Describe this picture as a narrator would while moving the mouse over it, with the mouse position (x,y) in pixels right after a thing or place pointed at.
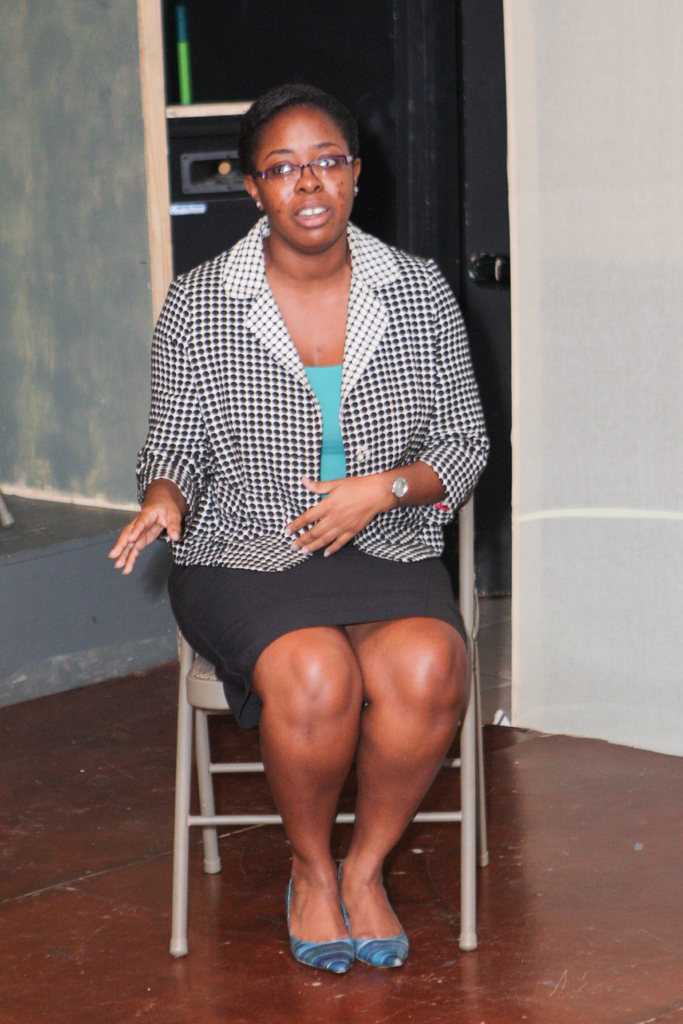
In this image we can see a women (267,454) who is wearing black and white blazer (298,385), and specs (288,167) sitting on a chair (214,855), behind her we can see a white color wall (586,409).
